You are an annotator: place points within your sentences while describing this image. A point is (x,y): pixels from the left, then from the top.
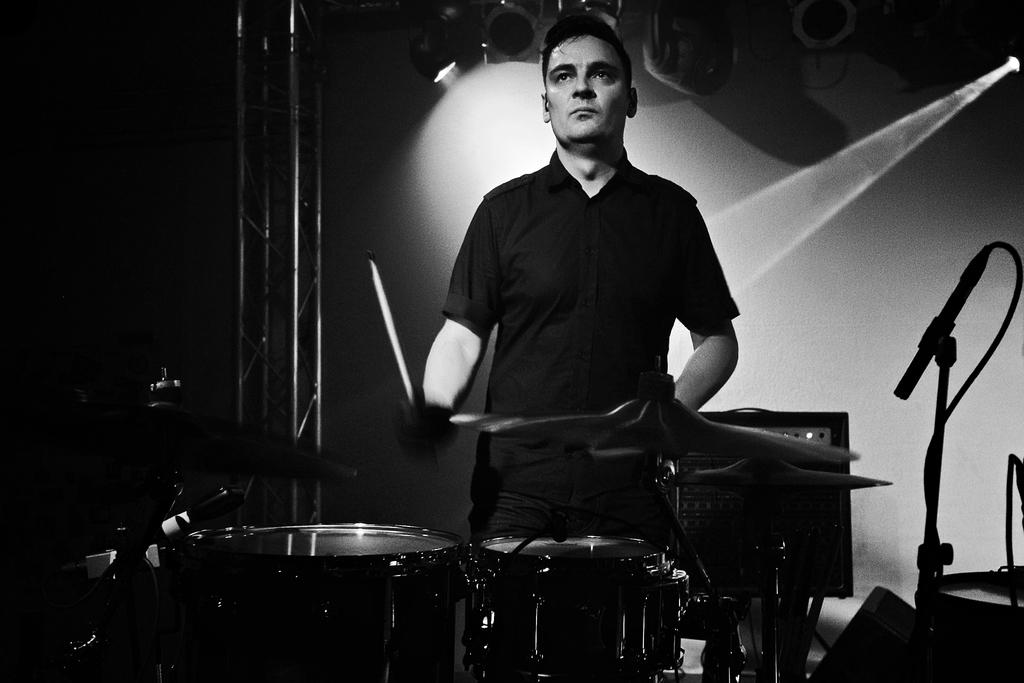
This picture shows a man (438,361) standing and playing drums (502,633) on the dais (857,602) we see a microphone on the right (1018,287).
